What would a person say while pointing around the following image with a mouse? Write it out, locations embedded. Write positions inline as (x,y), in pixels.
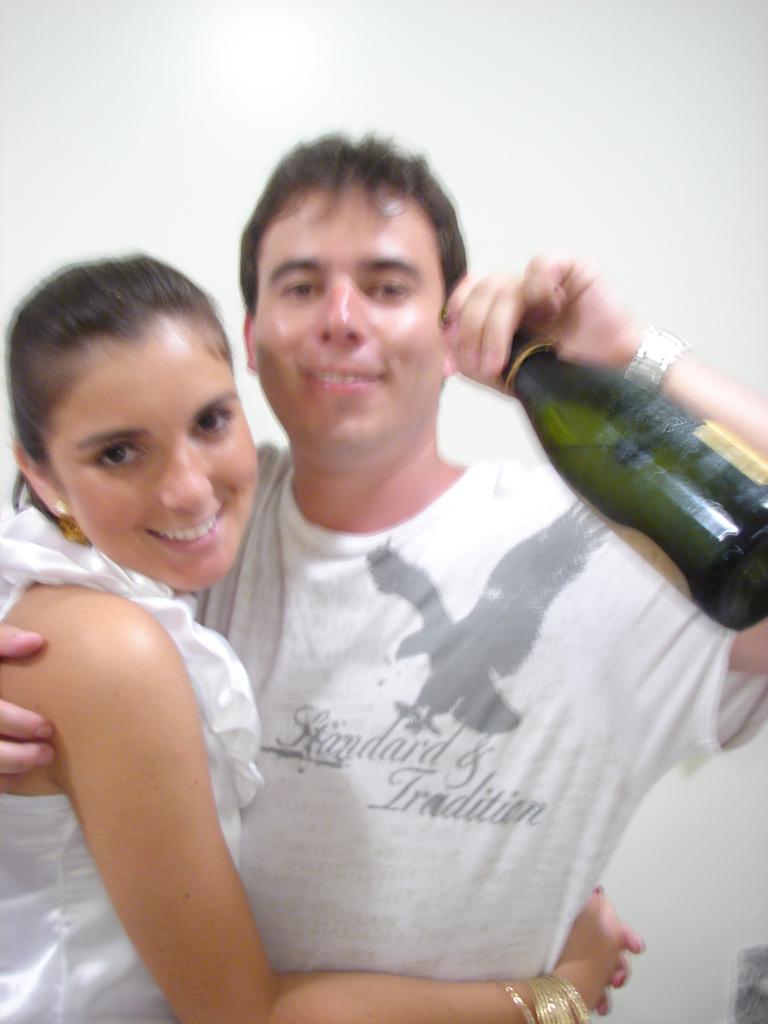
This image is clicked in a room (470,209). There are two persons (553,330) in this image. The man (544,511) is wearing white t-shirt (568,562) and holding a bottle (598,458) in his hand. The woman (93,743) is wearing white dress (69,938) and laughing.
